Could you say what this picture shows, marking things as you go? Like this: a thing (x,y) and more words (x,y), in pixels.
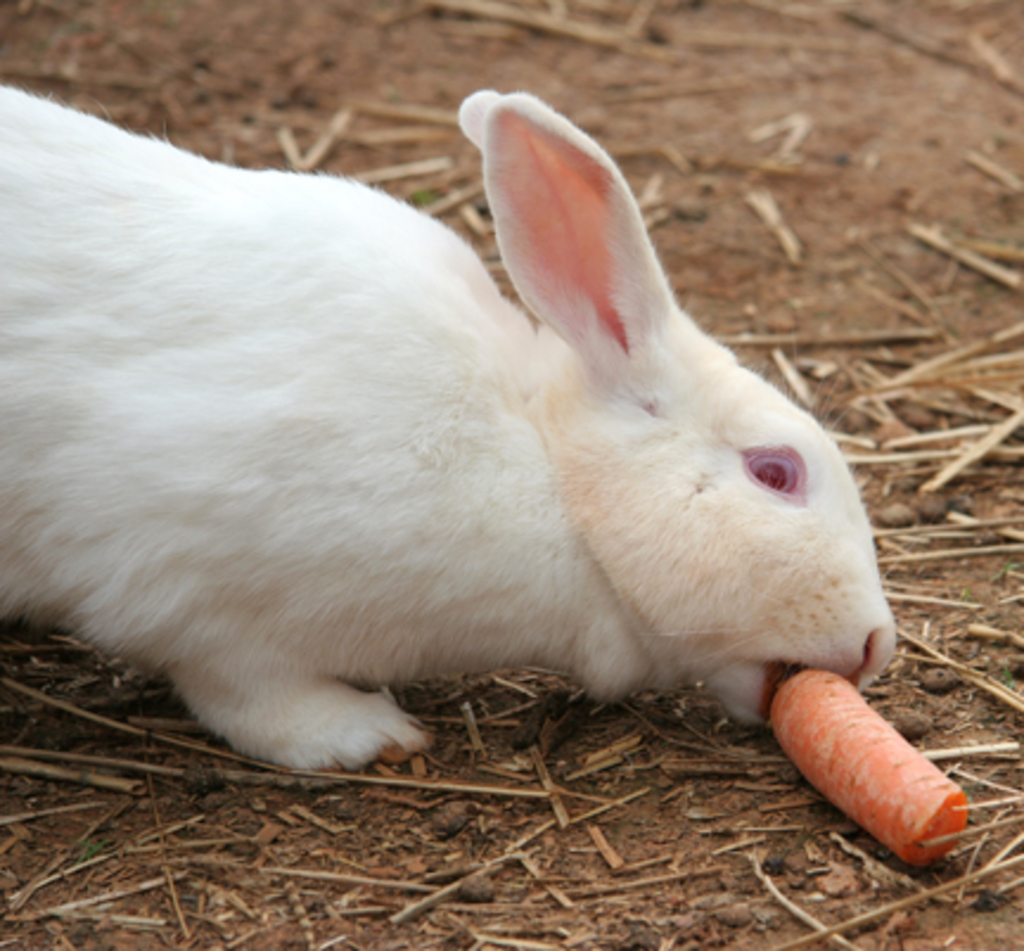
In this picture I can see a rabbit (814,655) eating a carrot (866,743), and there is dried grass (884,873).
